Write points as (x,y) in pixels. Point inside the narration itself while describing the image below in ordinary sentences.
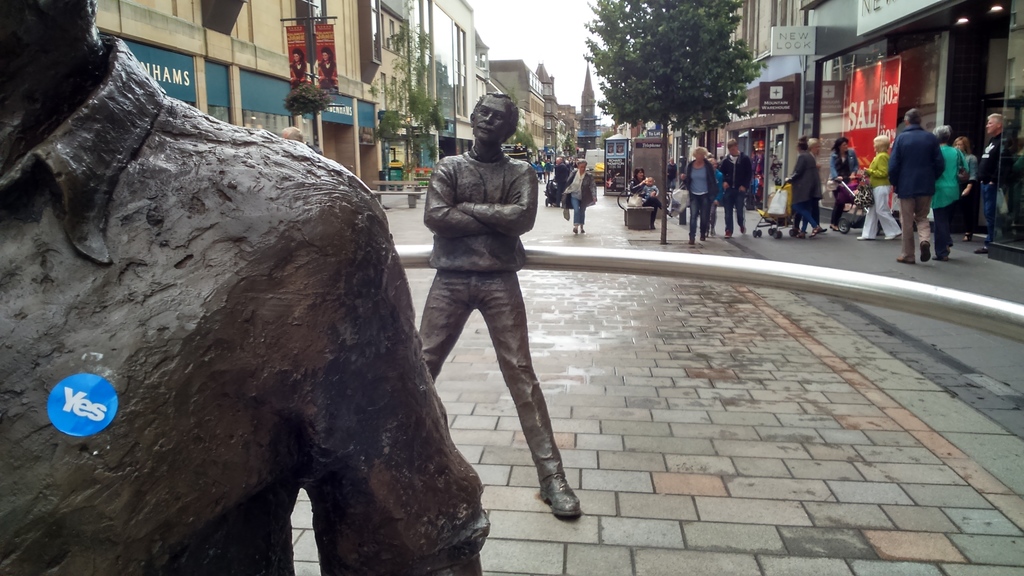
In this image we can see that there are two statue (440,226) one back side the other. In the background (573,220) there is a road (590,219) on which there are few people (559,167) walking on it and there are some vehicles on it. There are buildings (484,63) on either side of the road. On the footpath (786,235) there are some people (815,172) walking along with their trolleys (856,222). At the top (541,46) there is sky (542,14). There are electric pole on the footpath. To the poles (308,31) there are banners (304,48).
